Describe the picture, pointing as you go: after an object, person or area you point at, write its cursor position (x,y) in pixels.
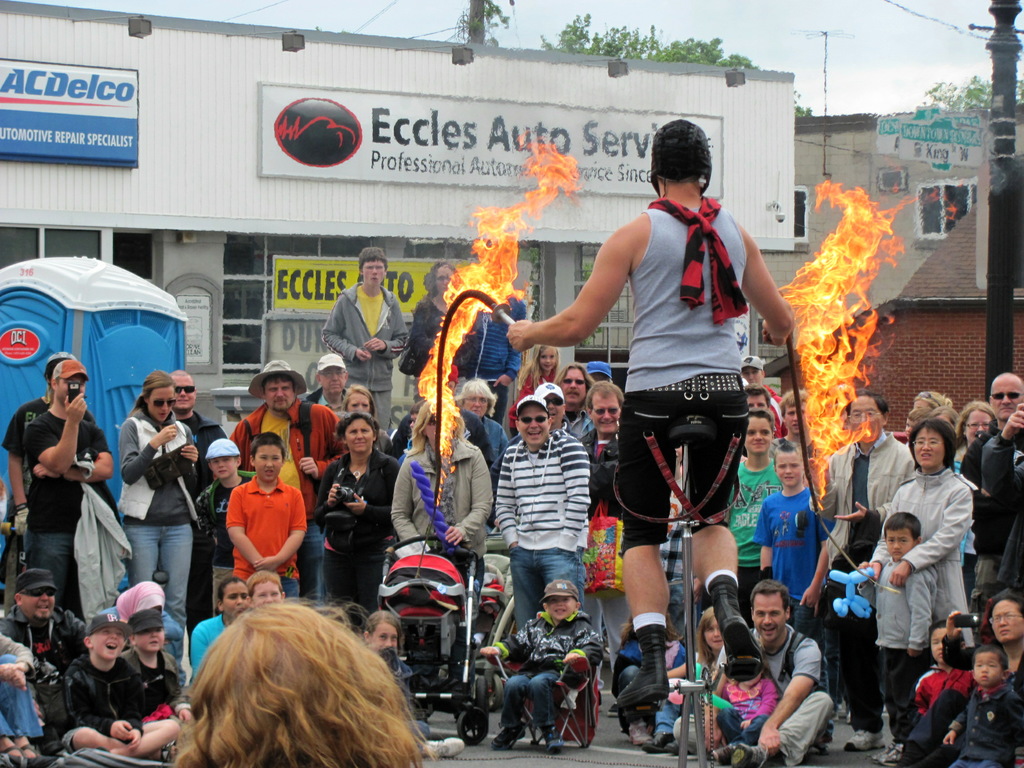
In the foreground of this image (620,287), there is a man (653,319) sitting on the unicycle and holding whips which is having fire (514,250) to it. At the bottom (324,720), there is a head (309,720) of a person (306,690). In the background (205,453), there are people (327,464) sitting and standing holding few objects (170,468). We can also see portable toilet (115,303), buildings (800,138), trees (951,102), a pole (1006,85), cables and the sky (736,9).
